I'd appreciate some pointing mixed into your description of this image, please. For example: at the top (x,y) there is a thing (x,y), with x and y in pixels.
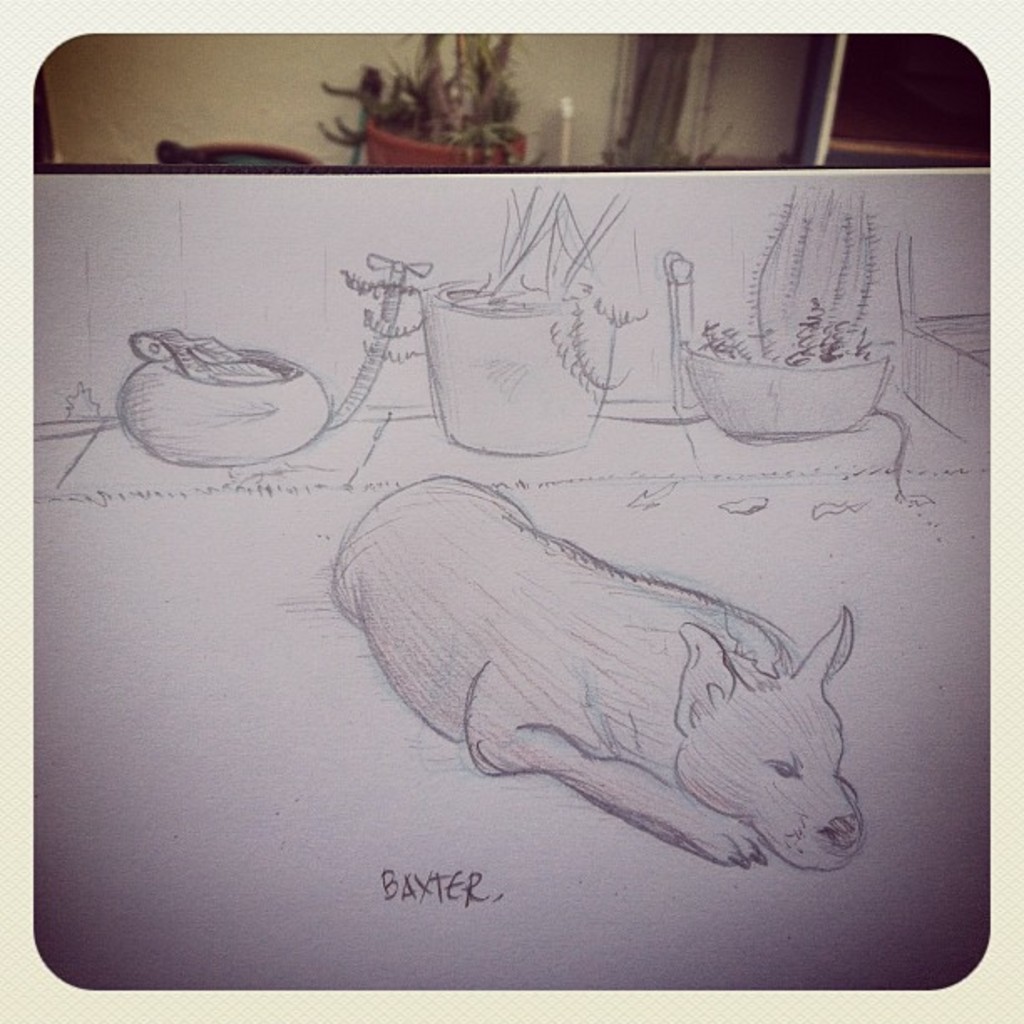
In this picture, we can see a sketch (541,553) and some text (470,891) on the white surface (562,913), in the background (516,142) we can see the wall (536,138), plant (482,82) in a pot (514,142), pipe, and some objects (803,106).
